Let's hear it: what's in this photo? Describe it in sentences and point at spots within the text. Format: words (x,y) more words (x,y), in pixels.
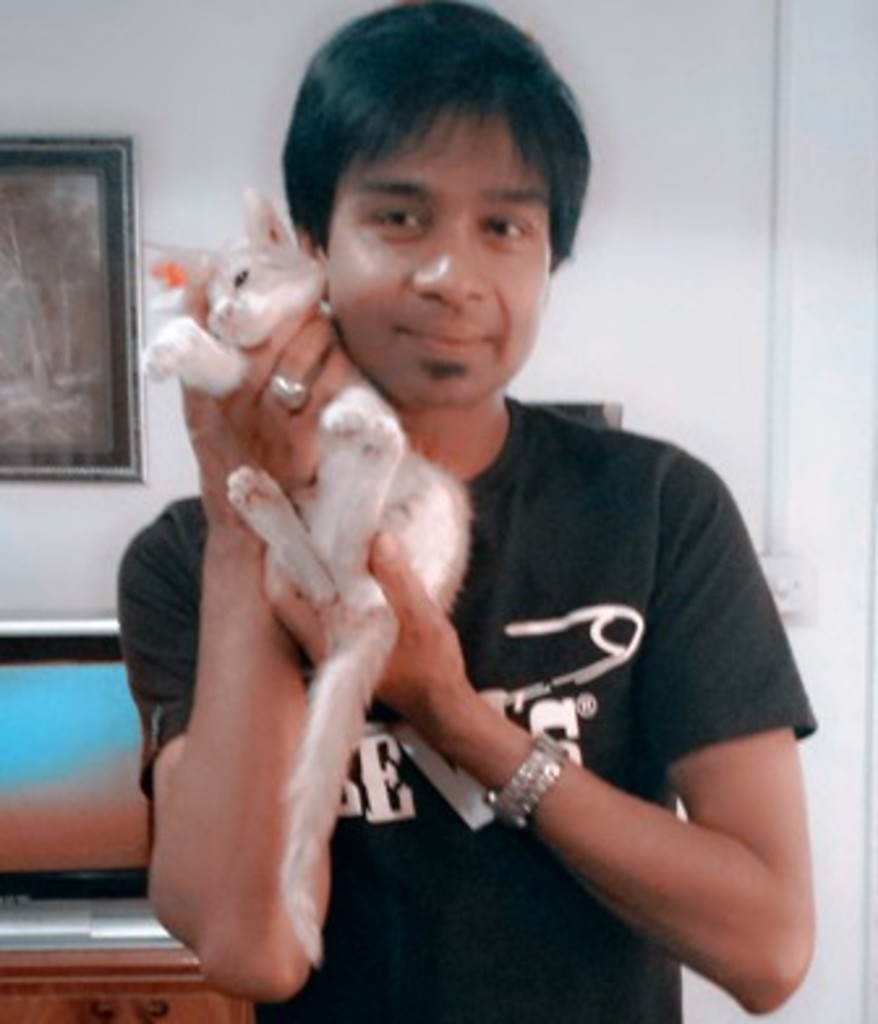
This picture shows a man (477,993) standing and holding a cat (186,356) in his hands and we see a frame (3,469) on the wall (144,166).
